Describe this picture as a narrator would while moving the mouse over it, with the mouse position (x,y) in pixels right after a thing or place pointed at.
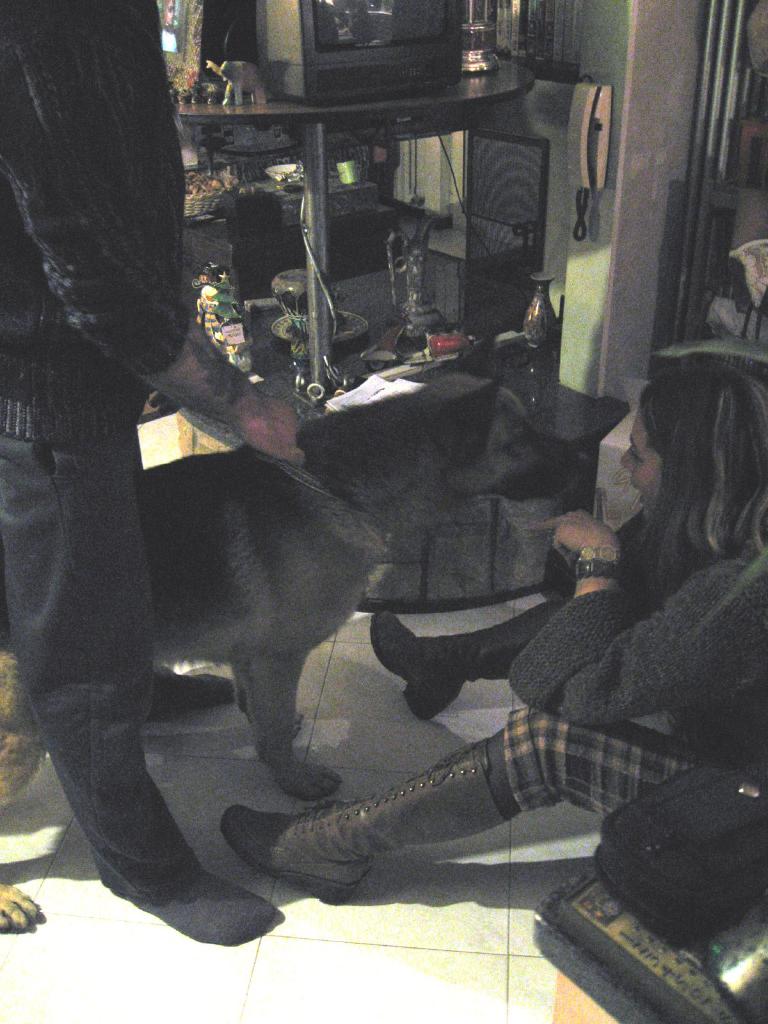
Here we can see a dog (217,566) and two persons (85,81). This is floor (447,938). In the background (413,88) we can see a television (411,66), toys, phone (596,223), and a table (512,69).
